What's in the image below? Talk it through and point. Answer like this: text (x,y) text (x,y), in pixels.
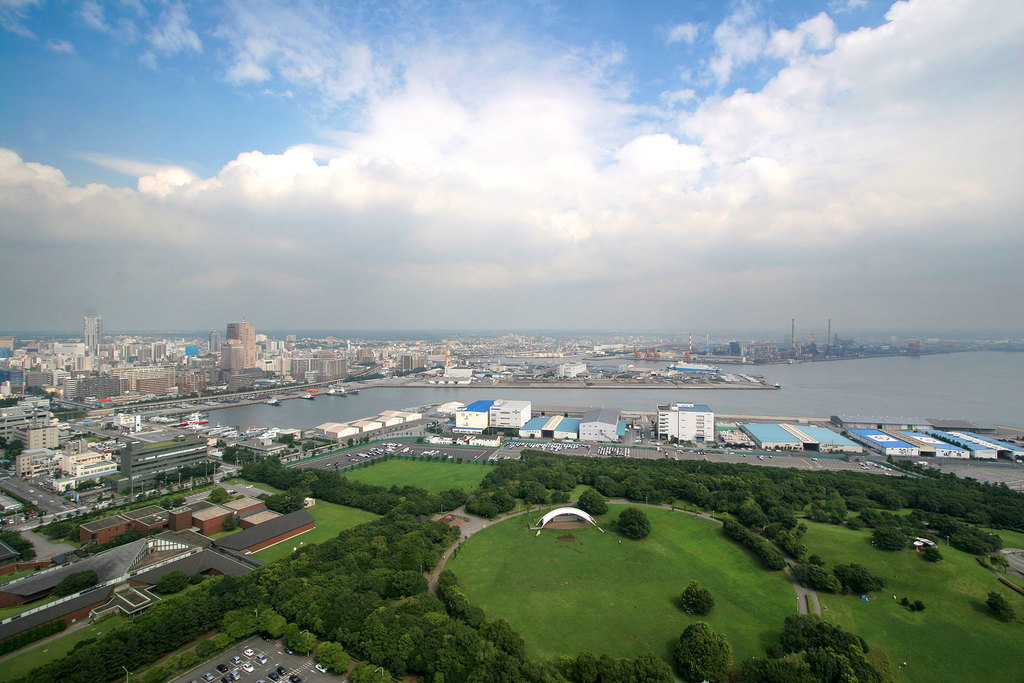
It is an aerial view of the city (491,439), there is a huge garden (580,515) with many trees (729,532) and around that garden (708,528) there are a lot of buildings (126,367), houses (83,353) and roads (71,511) and on the right side (735,364) there is a sea (822,383) beside the city (574,333).
